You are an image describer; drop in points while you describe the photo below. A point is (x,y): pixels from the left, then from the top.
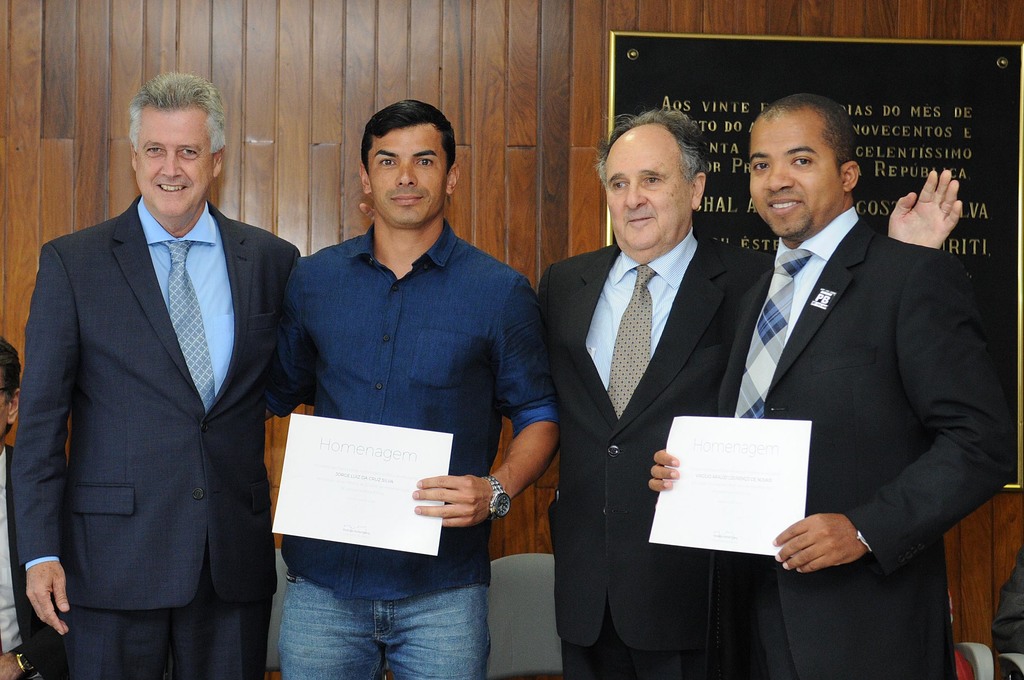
In this image we can see this person (320,303) wearing blue color shirt (379,405) and wrist watch (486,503) and this person (883,391) wearing blazer (851,334) and tie (797,272) are holding papers (669,497) in their hands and these two persons (256,322) wearing blazers (99,279) and ties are standing and smiling. In the background (43,243), we can see a board (859,69) is fixed to the wooden wall (468,149).
